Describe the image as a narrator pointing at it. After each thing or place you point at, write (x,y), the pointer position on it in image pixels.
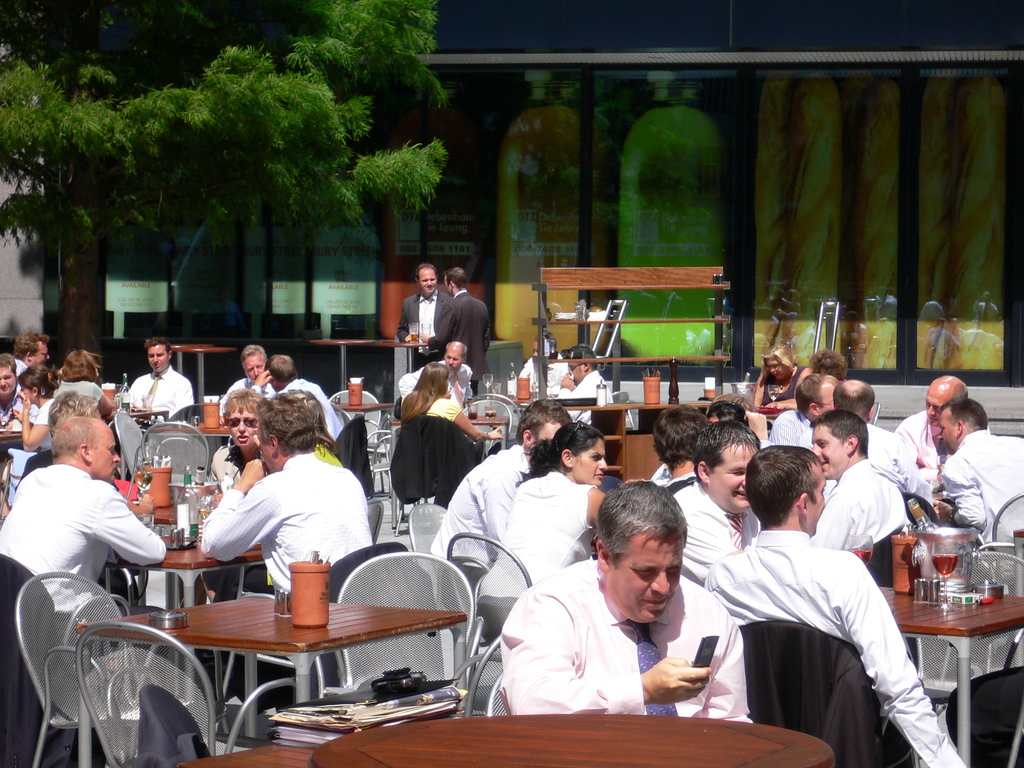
In this picture it seems to be a canteen (497,264), where all groups of people (176,398) sitting on the tables (196,345) and having a conversations with their colleagues (233,437), there are two people (482,368), those who wore black suits (480,304), they are standing at the middle of the picture (468,337) and there is a bottle container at the right side of the picture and there is a tree (343,209) at the left side of the picture (112,168), there are some juice glasses (207,503) and other bottles (193,500) on the table (196,533).
